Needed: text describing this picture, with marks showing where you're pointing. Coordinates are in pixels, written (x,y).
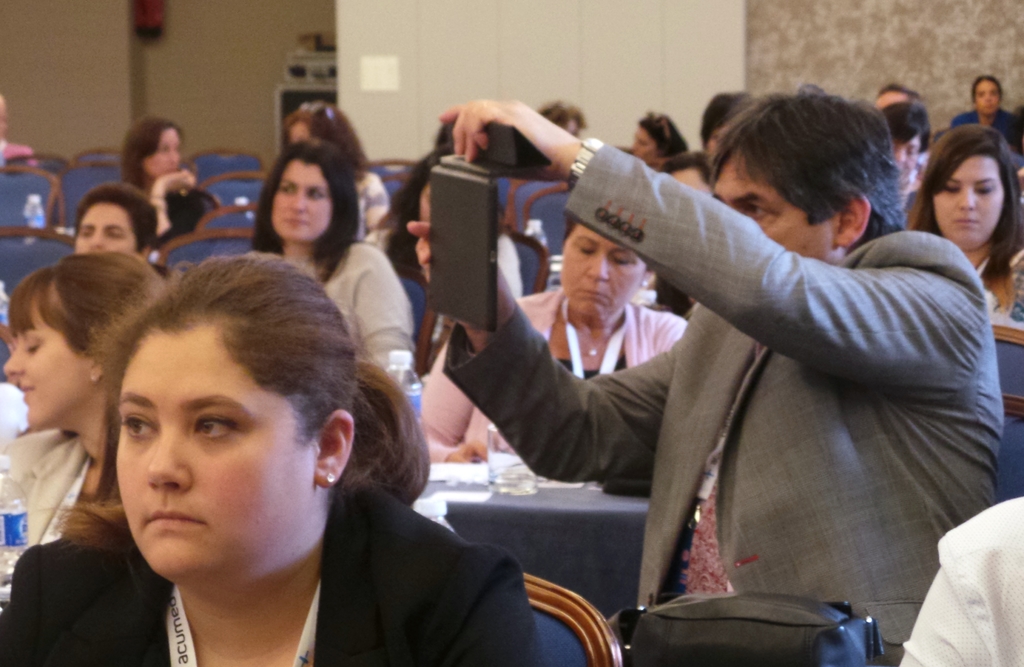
Here in this picture we can see many ladies (274,261) are sitting. And we can see man (766,417) with jacket (739,351) is holding a black color object (466,243) in his hand (567,145). To his left hand (526,129) there is watch (584,143). We can see a table (548,511) with a glass (508,481) on it. We can see a water bottle (16,512) at the left corner (19,515).
